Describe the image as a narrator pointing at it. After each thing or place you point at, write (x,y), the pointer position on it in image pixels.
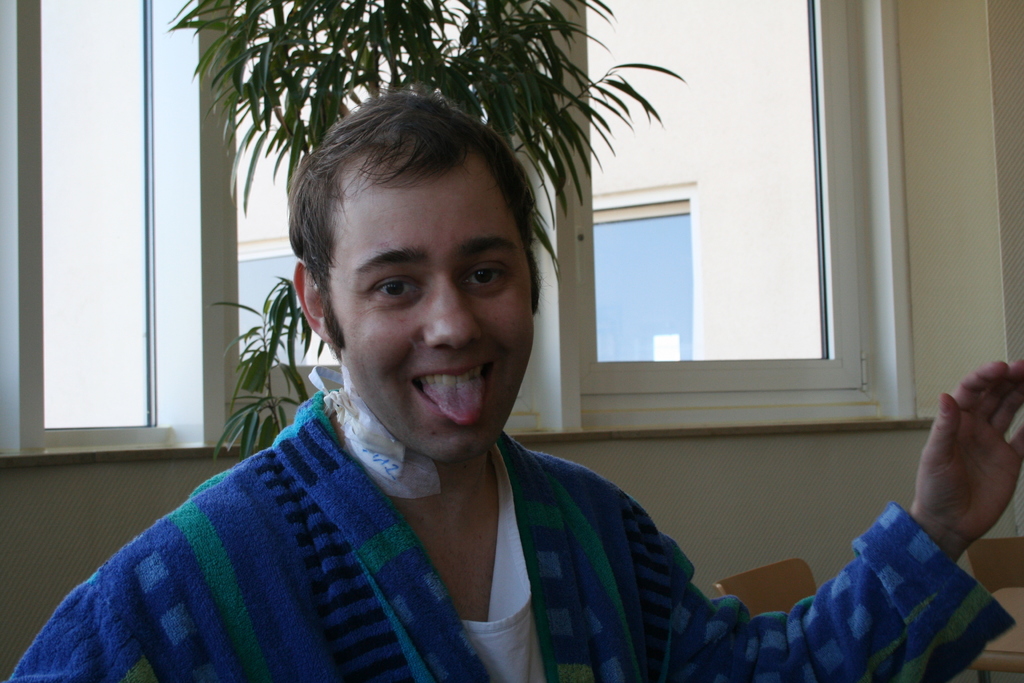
In the center of the image (501,240) there is a person (457,631) wearing a blue color jacket (560,541). In the background of the image (616,443) there is wall (86,481). There is a window (125,352). There is a plant (279,39).
